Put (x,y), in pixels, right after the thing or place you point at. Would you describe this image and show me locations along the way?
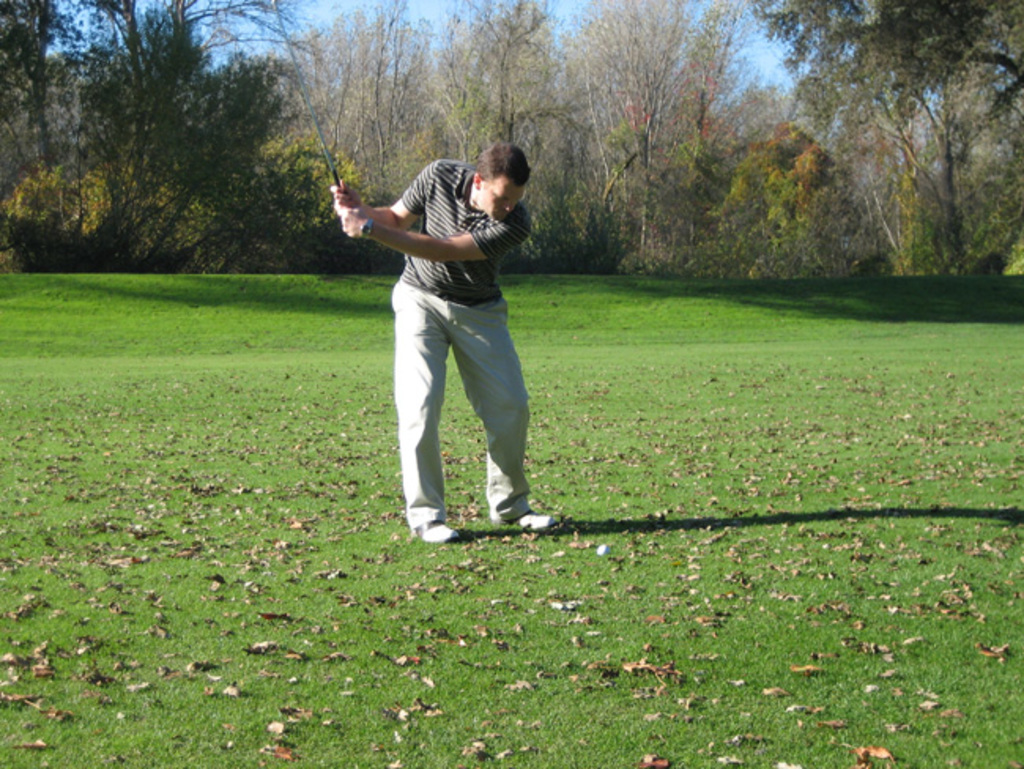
The image is taken outdoors. At the bottom of the image (382,635) there is a ground (204,550) with grass (338,561) on it and there are many dry leaves (337,568) on the ground (514,582). At the top of the image (435,9) there is the sky (332,2). In the background (330,135) there are many trees (248,160) and plants (925,227) on the ground (25,683). In the middle of the image (455,290) a man (504,448) is standing and he is holding a golf stick (291,42) in his hands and there is a ball (603,548) on the ground (643,537).
